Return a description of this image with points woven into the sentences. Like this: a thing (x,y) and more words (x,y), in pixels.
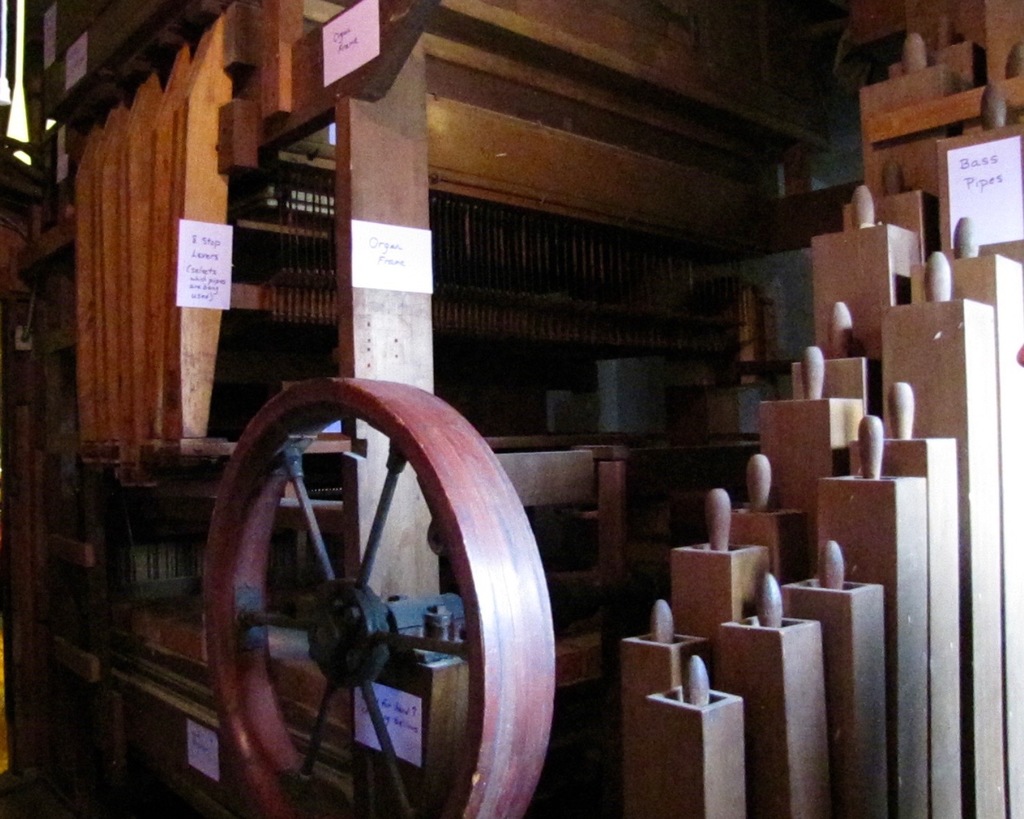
In this image there is an wooden architecture (342,252) with papers (385,240) attached to it, on the papers (385,240) there is some text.
